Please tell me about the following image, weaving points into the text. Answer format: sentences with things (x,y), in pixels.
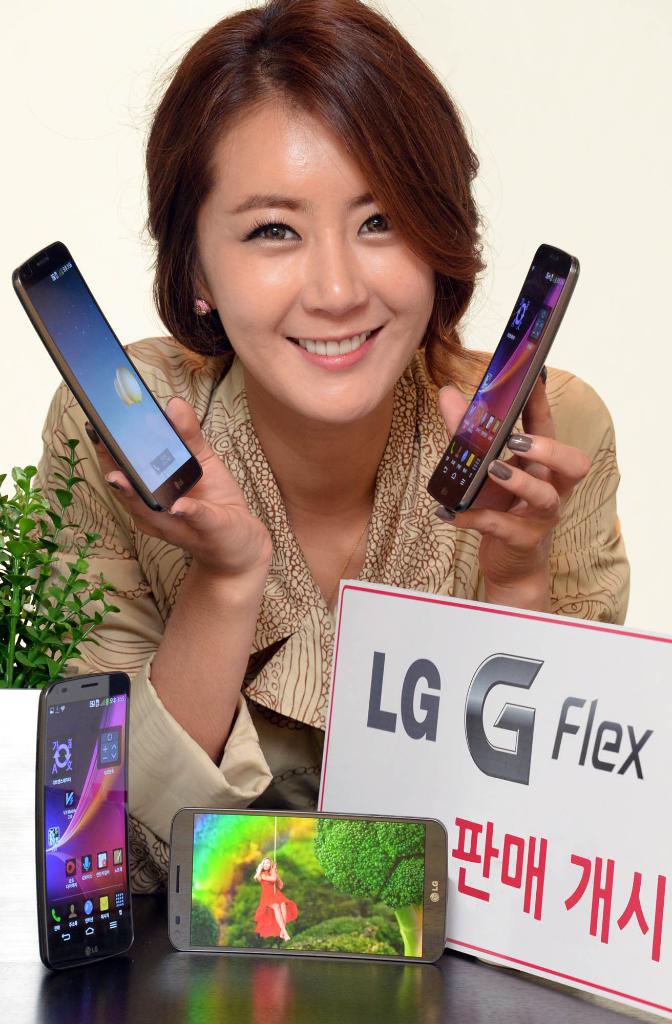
In the center of the image (281,370) we can see a lady (256,778) is bending and smiling and holding the mobiles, in-front of her we can see a table (263,1012). On the table (52,1008) we can see the mobiles (333,879), board (512,892) and plant (22,582). On the board (627,889) we can see the text (527,873). In the background of the image (169,6) we can see the wall (652,19).
